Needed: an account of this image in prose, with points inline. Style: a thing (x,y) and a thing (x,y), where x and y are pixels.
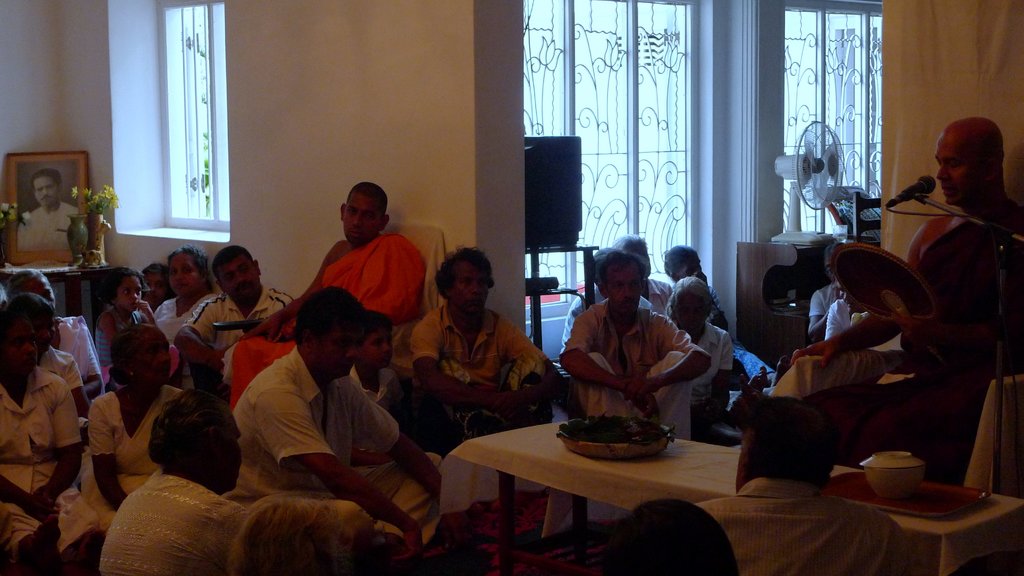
In this picture we can see a group of people (387,302) they all are sitting on ground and here the person (334,245) sitting on chair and on right side (978,202) we can see man (967,189) talking on mic (935,187) holding hand fan (873,284) in his hand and here we can see table (660,470) and on table (682,474) there is flower pot (651,444), bowl (892,490) in tray (917,512) and upon bowl (875,468) there's saucer (893,463) and here we can see window (842,136), table fan (792,171) on table (783,257) and this is a television (552,162).
